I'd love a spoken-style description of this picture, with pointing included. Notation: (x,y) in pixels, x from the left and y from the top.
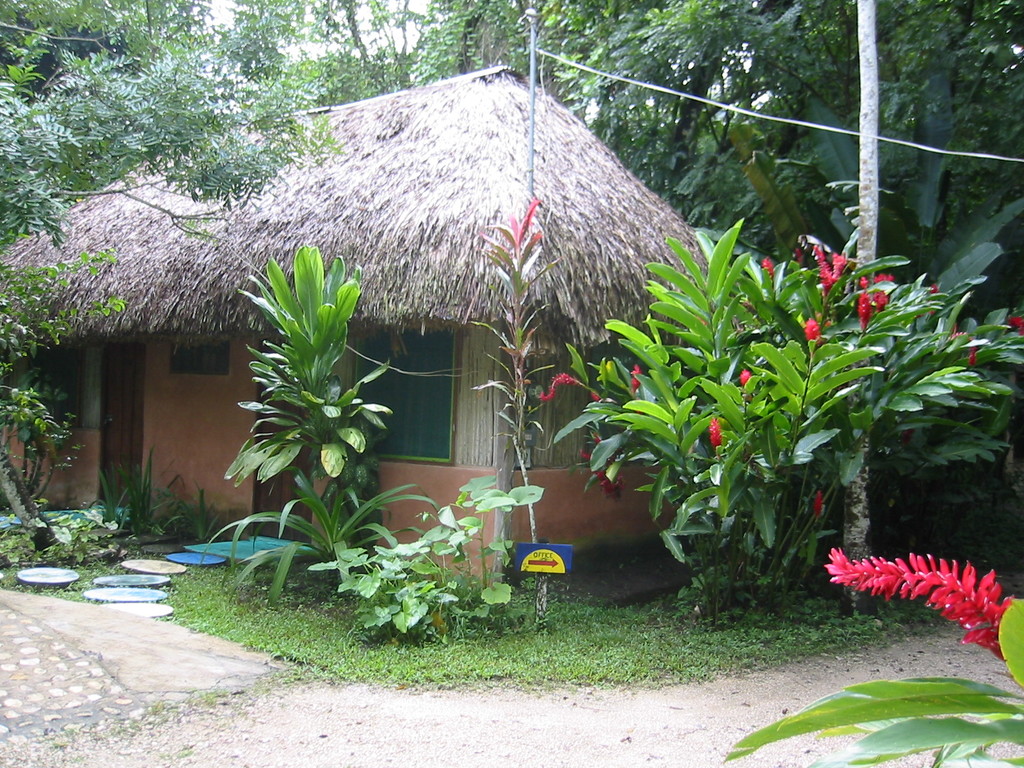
In this image I can see the ground (451,737), some grass (629,632), few plants (413,581) which are green in color and few flowers (749,375) which are red in color. I can see a hut (323,205) and few trees (339,95) which are green in color. In the background (398,7) I can see the sky (408,21).
